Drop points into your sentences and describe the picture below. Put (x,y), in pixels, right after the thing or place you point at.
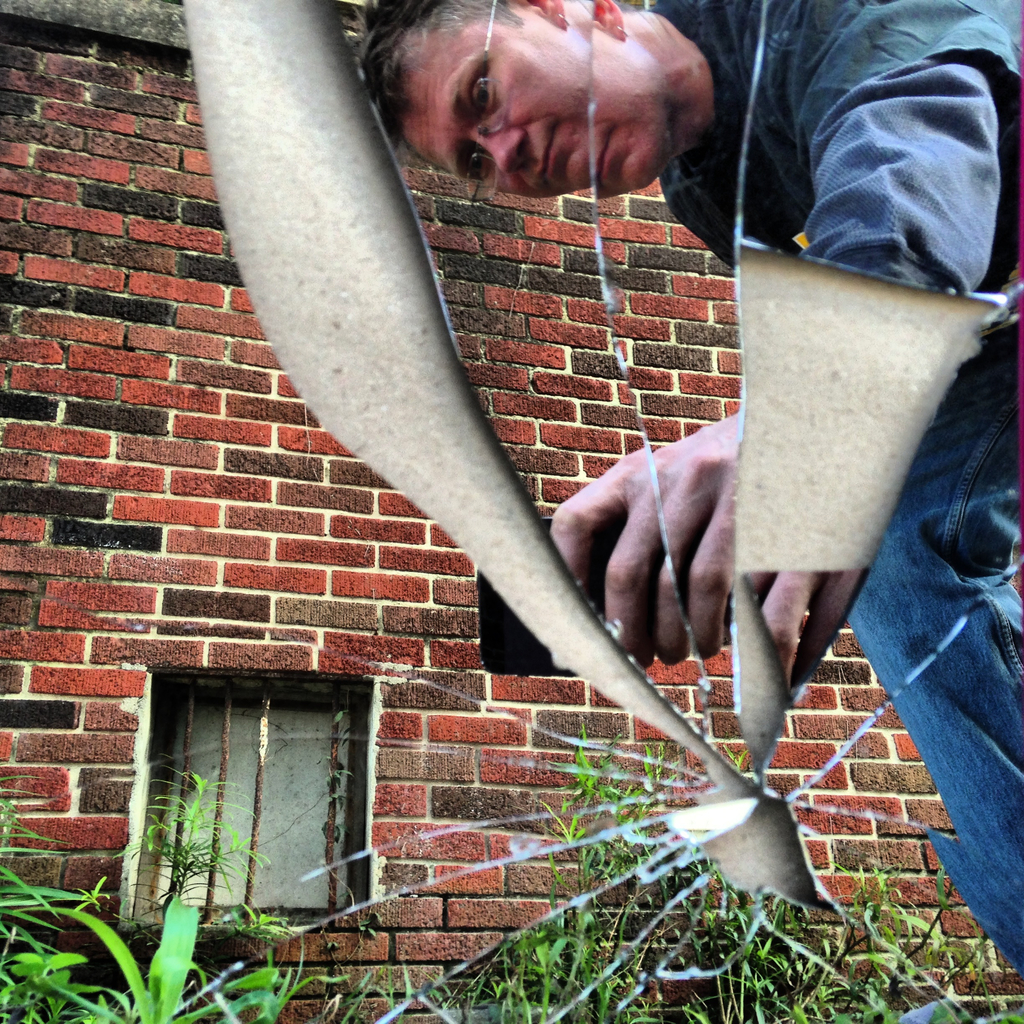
In this image we can see a reflection (665,279) of a person (932,764) holding an object (601,579) in his hand (615,584), a wall (934,805), window (283,827) and some plants (2,995) on a broken mirror (739,602).
